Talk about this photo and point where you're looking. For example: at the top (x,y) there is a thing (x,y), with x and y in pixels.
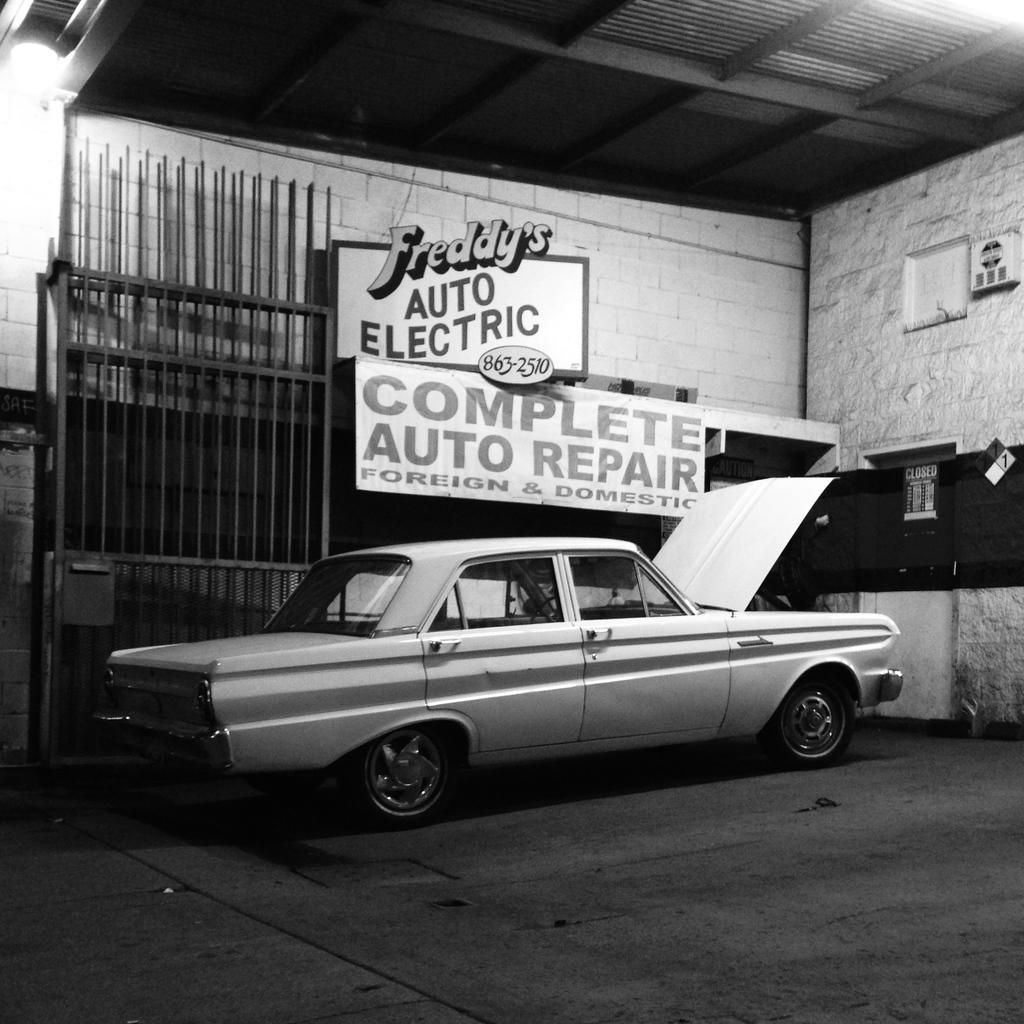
In this picture we can see a car (431,789) kept in a garage (2,622) with a big gate (290,401).
